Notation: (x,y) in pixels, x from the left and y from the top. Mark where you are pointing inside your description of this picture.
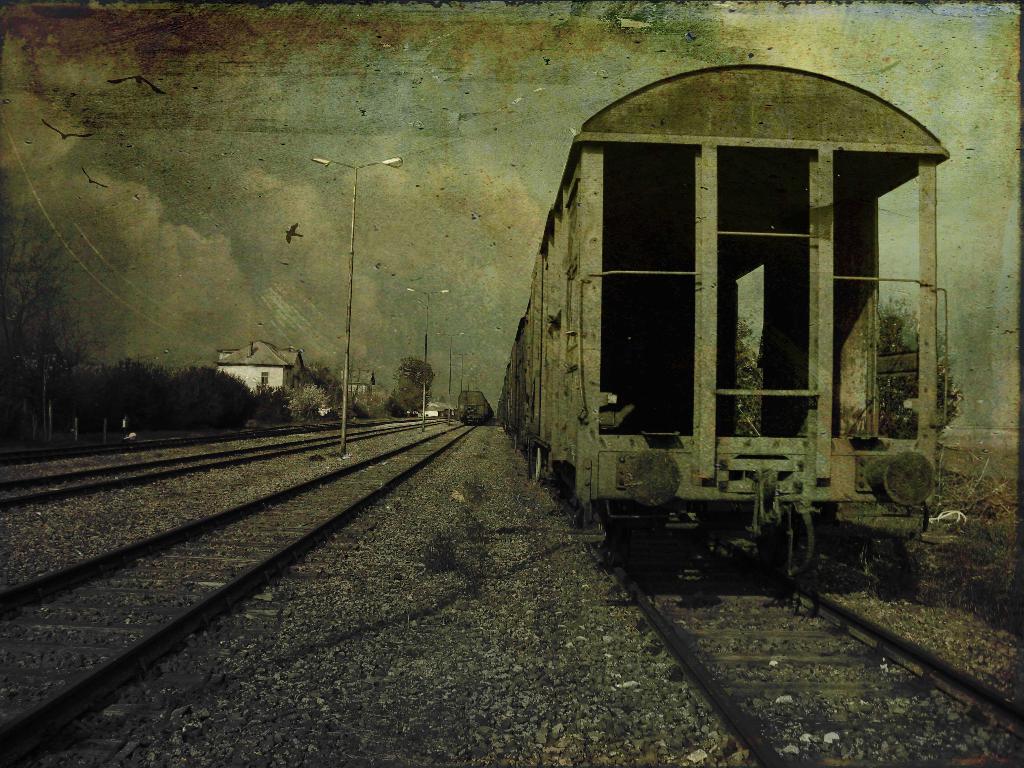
Here in this picture we can see a train (572,311) present on a railway track (817,651) over there and beside that also we can see other railway tracks (361,472) present over there and we can see light posts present all over there and we can see trees (167,395) and plants (151,395) here and there and we can also see buildings (282,361) in the far and we can see clouds (164,225) in sky (471,147) and we can also see birds (287,236) flying in the air (183,152) over there.
